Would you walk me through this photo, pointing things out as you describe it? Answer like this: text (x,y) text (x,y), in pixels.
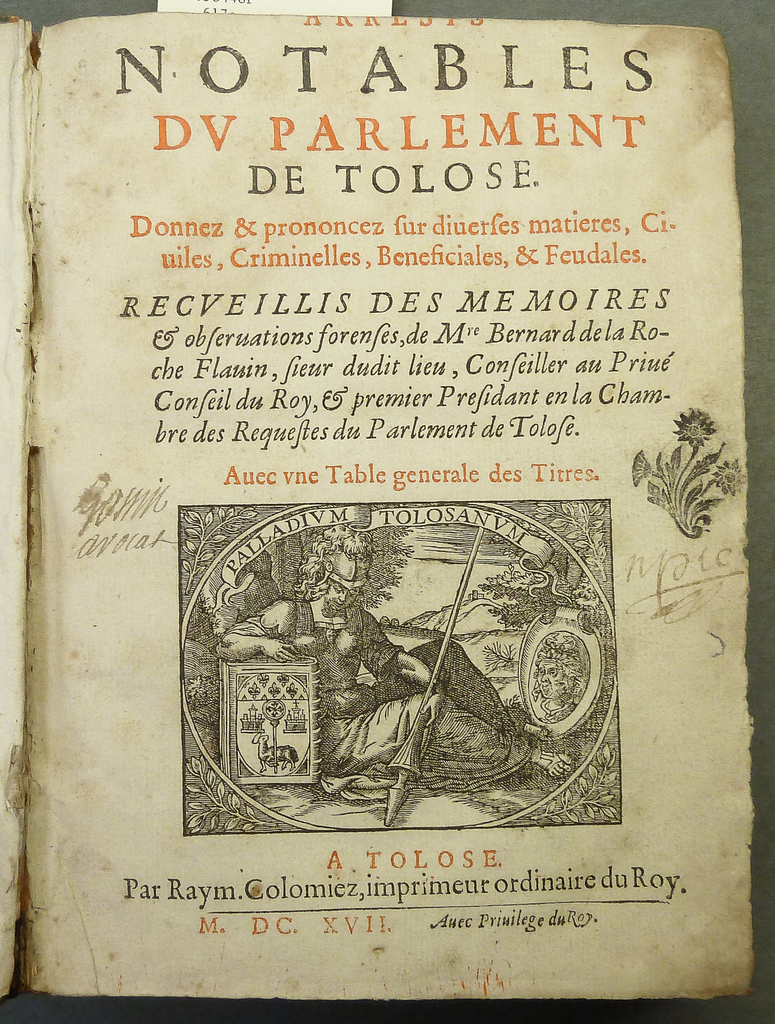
In the foreground of this image (291,895), there is a page (64,547) of a book (63,486) where we can see an image (474,641) and some text (358,342) on it which is on the surface (762,103).
